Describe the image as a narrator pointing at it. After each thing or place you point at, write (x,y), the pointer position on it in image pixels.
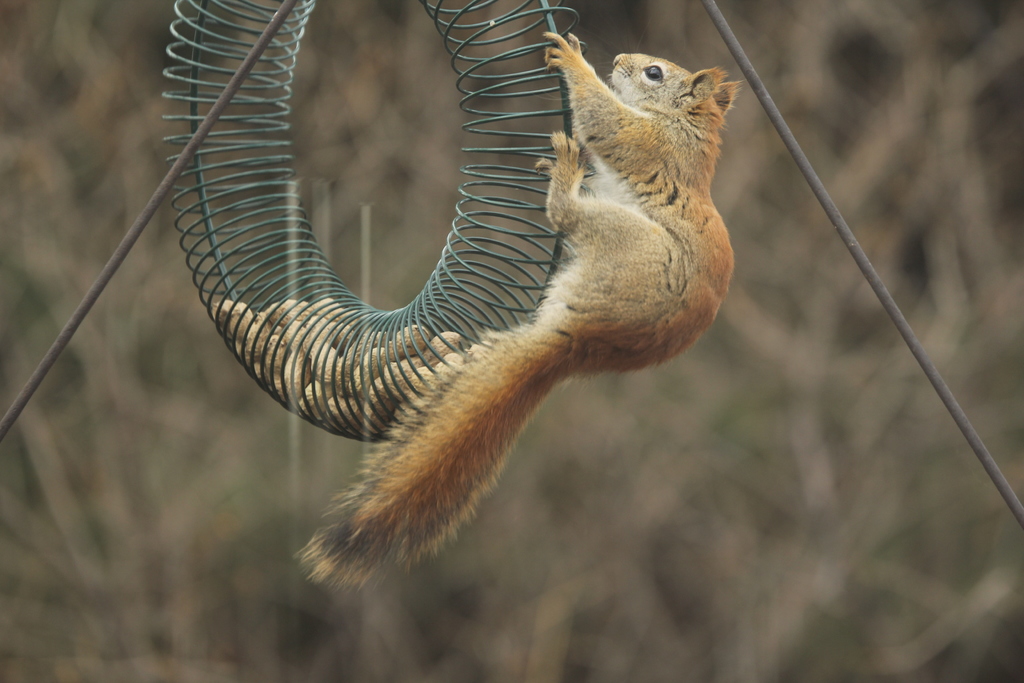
In this image in the front (529,282) there is a squirrel (580,277) climbing a ring (518,116) and there are rods (140,233) and the background (758,473) is blurry.
